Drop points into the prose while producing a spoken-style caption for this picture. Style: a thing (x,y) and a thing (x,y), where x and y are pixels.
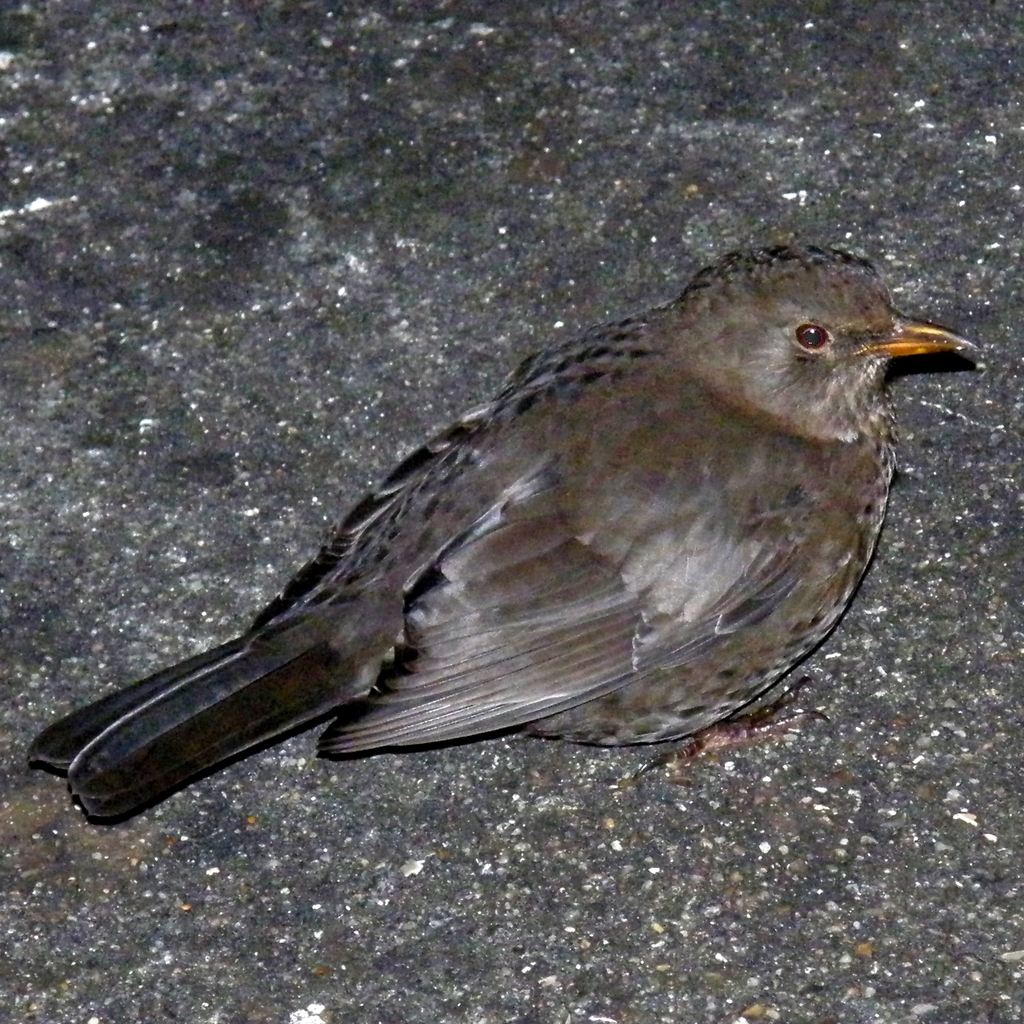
In this picture I can see the bird (636,485) who is standing on the floor (769,852).
